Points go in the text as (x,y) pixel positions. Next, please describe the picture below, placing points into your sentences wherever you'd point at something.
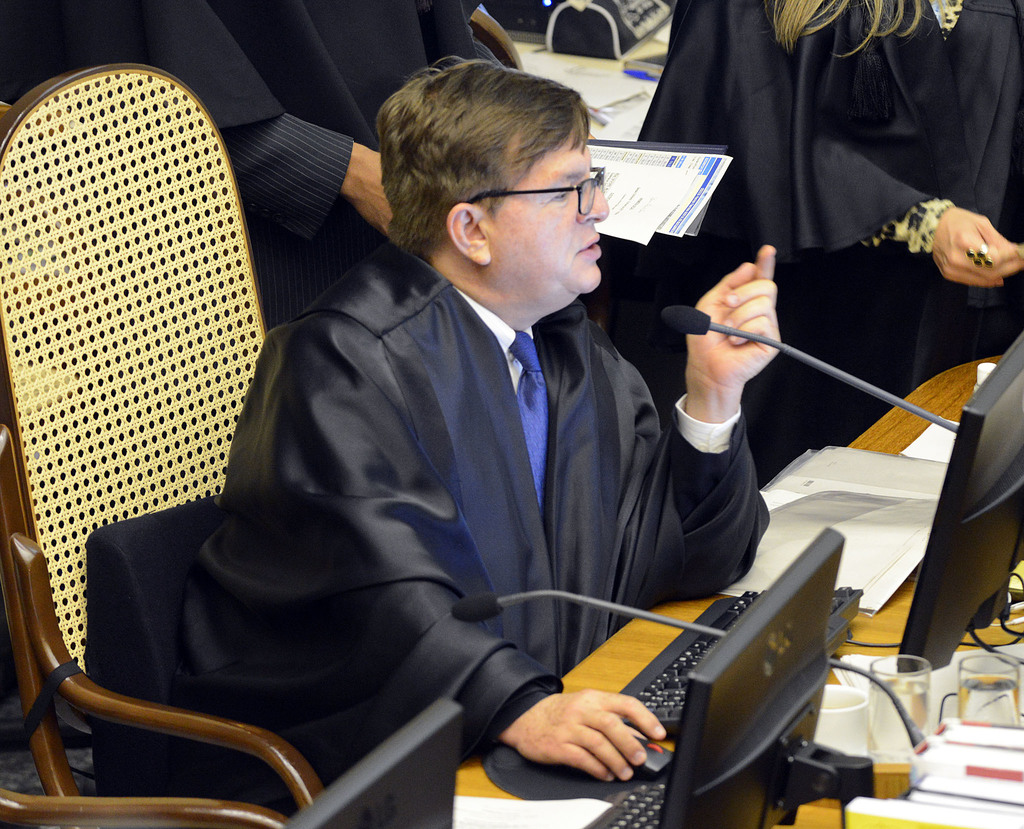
The person (405,502) in the black coat (407,461) is sitting in a chair (144,391) and operating a computer (822,612) and there are few people (730,75) behind him.
